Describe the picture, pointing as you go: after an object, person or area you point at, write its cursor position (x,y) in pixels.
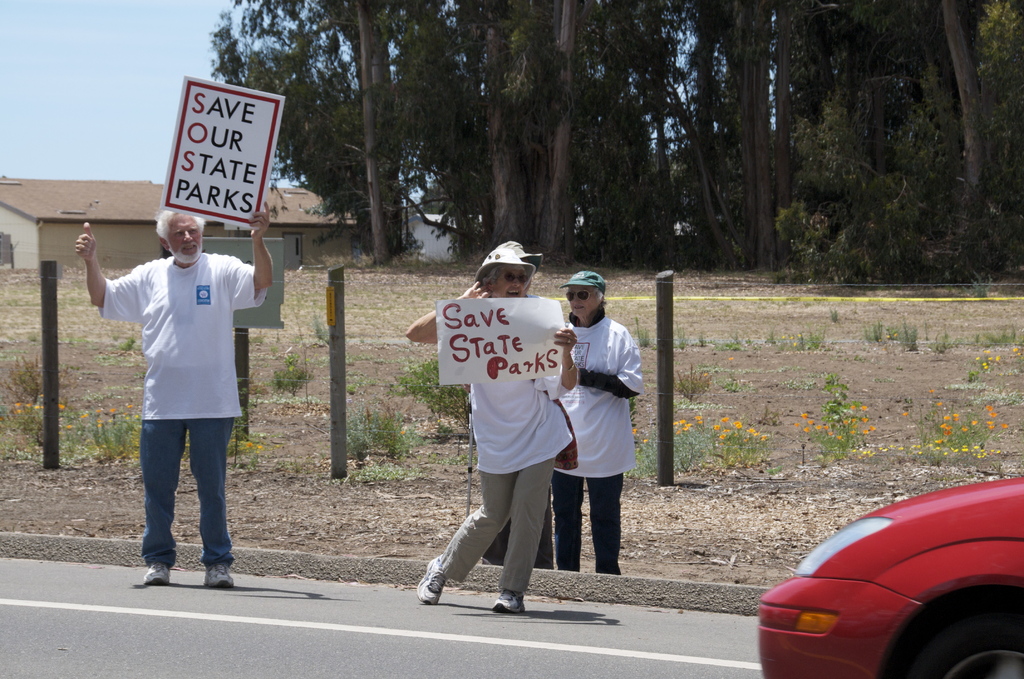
In this image we can see a group of persons (494,406) are standing, there a woman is holding the paper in the hands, at the back (362,94) there are trees (406,122), there is the house (272,224), there are small plants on the ground (114,401), there a car (827,637) is travelling on the road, at above there is the sky (56,63).
